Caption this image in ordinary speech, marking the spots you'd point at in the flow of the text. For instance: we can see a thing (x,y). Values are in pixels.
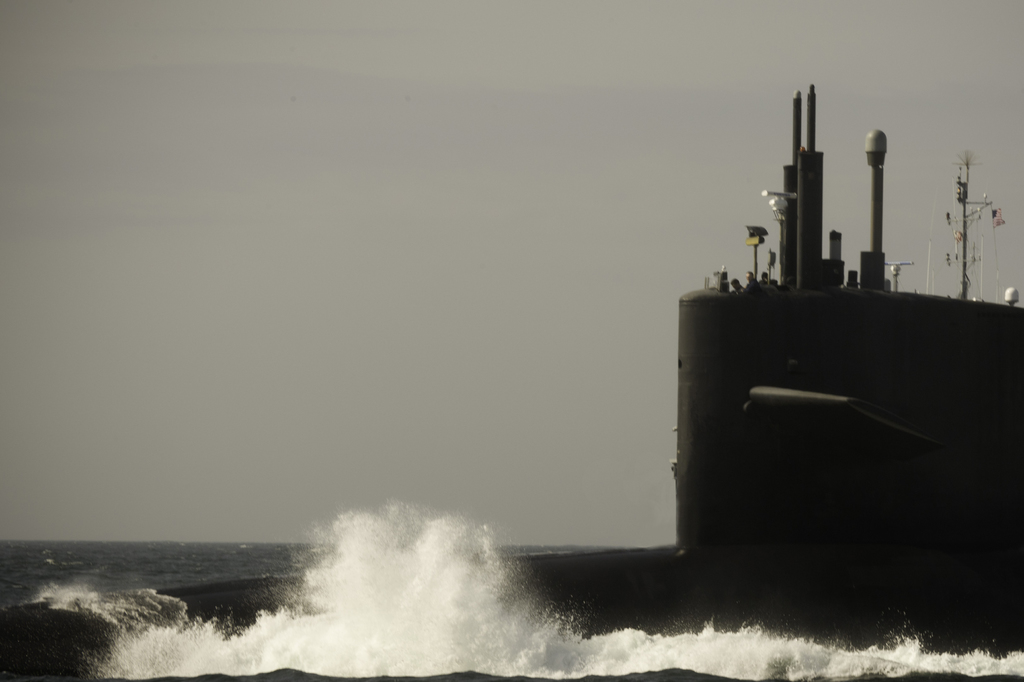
In this picture we can see water (435,641) at the bottom (385,638), on the right side (854,422) there is a ship (906,412), we can see the sky (304,229) at the top of the picture (299,204).
